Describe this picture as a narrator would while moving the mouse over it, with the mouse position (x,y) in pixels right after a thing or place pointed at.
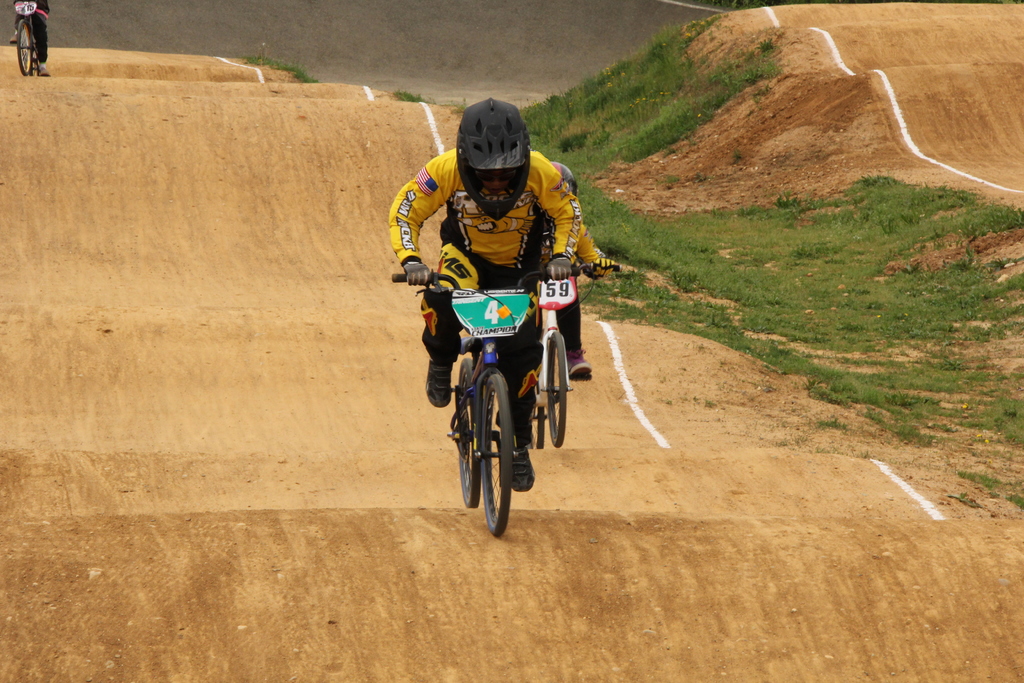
In this image we can see people (472,278) riding bicycles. At the bottom of the image (528,613) there is a cycling track (219,508). In the background of the image (497,30) there is road (471,37). There is grass (753,251).
